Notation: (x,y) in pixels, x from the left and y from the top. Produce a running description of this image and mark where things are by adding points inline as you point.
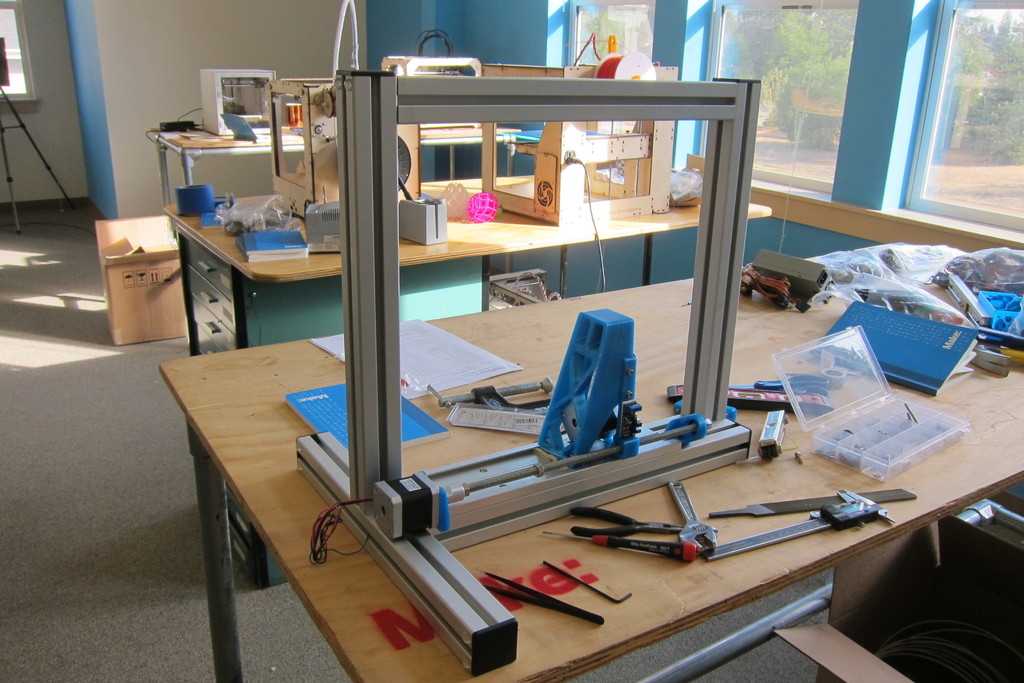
In this image, we can see tables (310,268) contains tools (824,516), metal frame (709,147), books (943,339), small machines (318,144) and some objects (260,228). There are windows (779,43) in the top right of the image (822,43). There is a wall (295,42) at the top of the image (374,33). There is a stand (44,163) in front of the window (16,75) which in the top left of the image (32,85).
